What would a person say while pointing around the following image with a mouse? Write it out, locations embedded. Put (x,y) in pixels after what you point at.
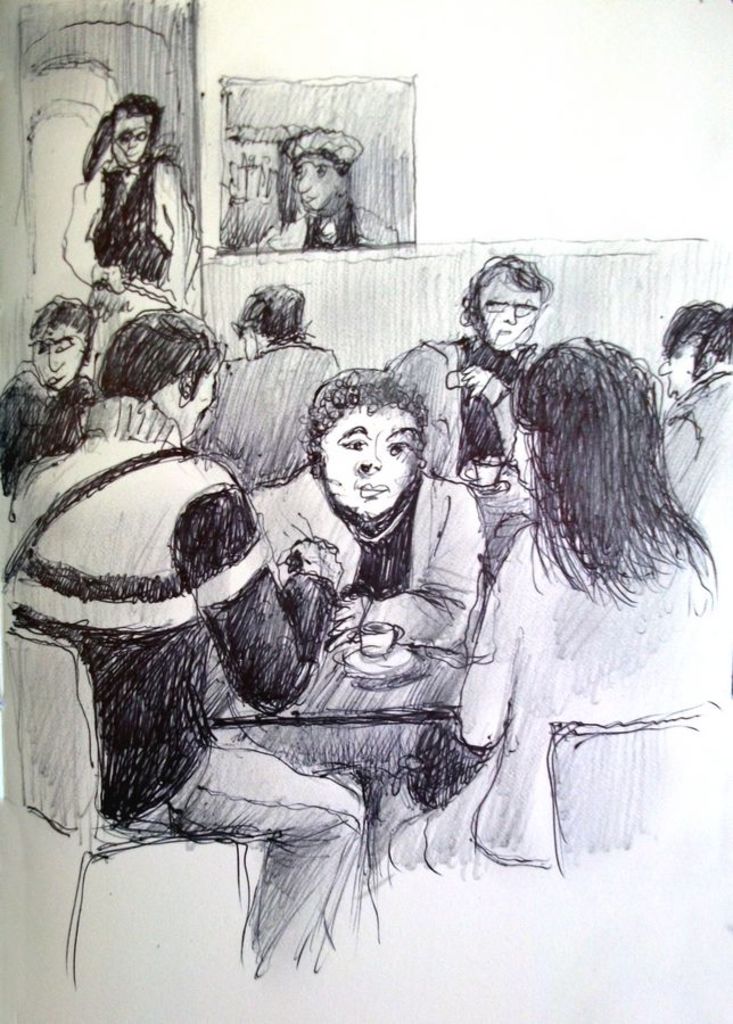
In this image we can see one poster (219,465) with the sketch (381,607). In this sketch (326,222) there are some people (243,334) sitting on chairs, some tables (369,848), some objects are on the table (375,820), one person (161,284) standing and holding an object (485,466). One person (314,184) standing near the wall (262,270) and some objects (255,187) are on the surface (257,222).
